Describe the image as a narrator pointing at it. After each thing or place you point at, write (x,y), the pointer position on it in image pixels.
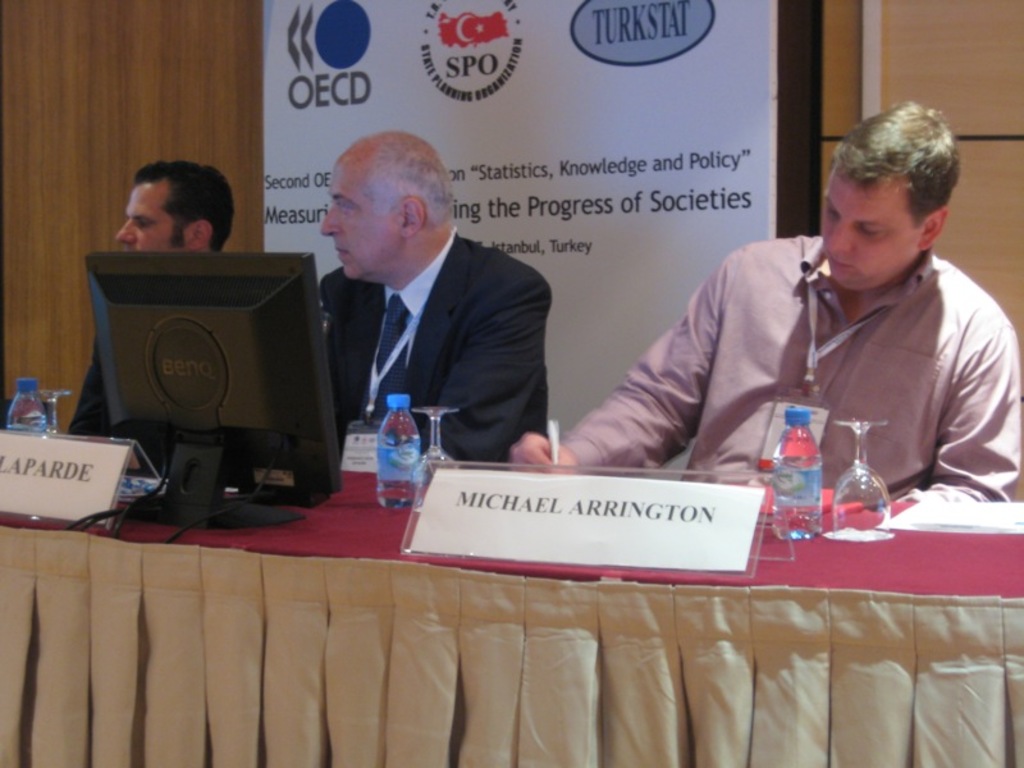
There are three members (433,266) sitting in front of a table (1012,605) in the chairs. On the table (859,556) there is a computer (160,431), name plate (63,473), water bottle (395,473) and glass (871,504) here. In a background (135,93), there is a poster (552,111) and a wall (165,93) here.
